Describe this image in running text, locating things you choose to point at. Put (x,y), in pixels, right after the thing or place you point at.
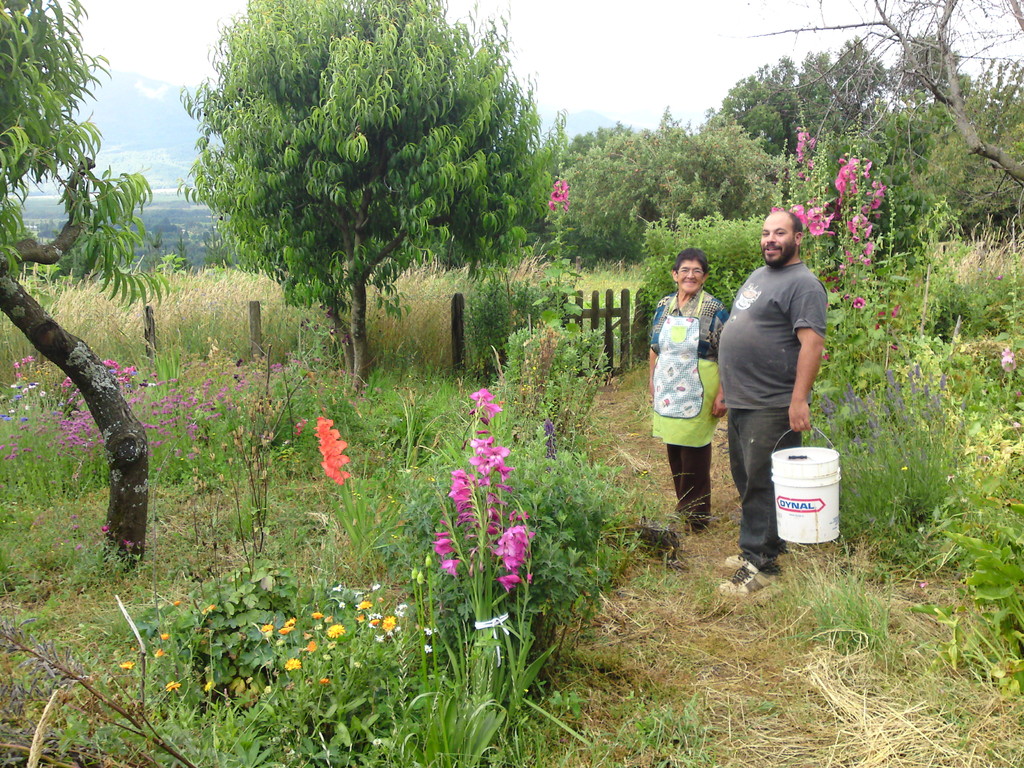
In this image in the front (433,598) there are flowers (372,619). In the center (379,385) there are plants (512,350) and there are persons (744,329) standing and smiling. In the background (581,303) there is a wooden fence (457,337) and there are trees (575,199) and there is dry grass (741,670) on the ground (816,679) and the man (789,377) standing In the center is holding a bucket (790,500) in his hand (791,402) and smiling.
